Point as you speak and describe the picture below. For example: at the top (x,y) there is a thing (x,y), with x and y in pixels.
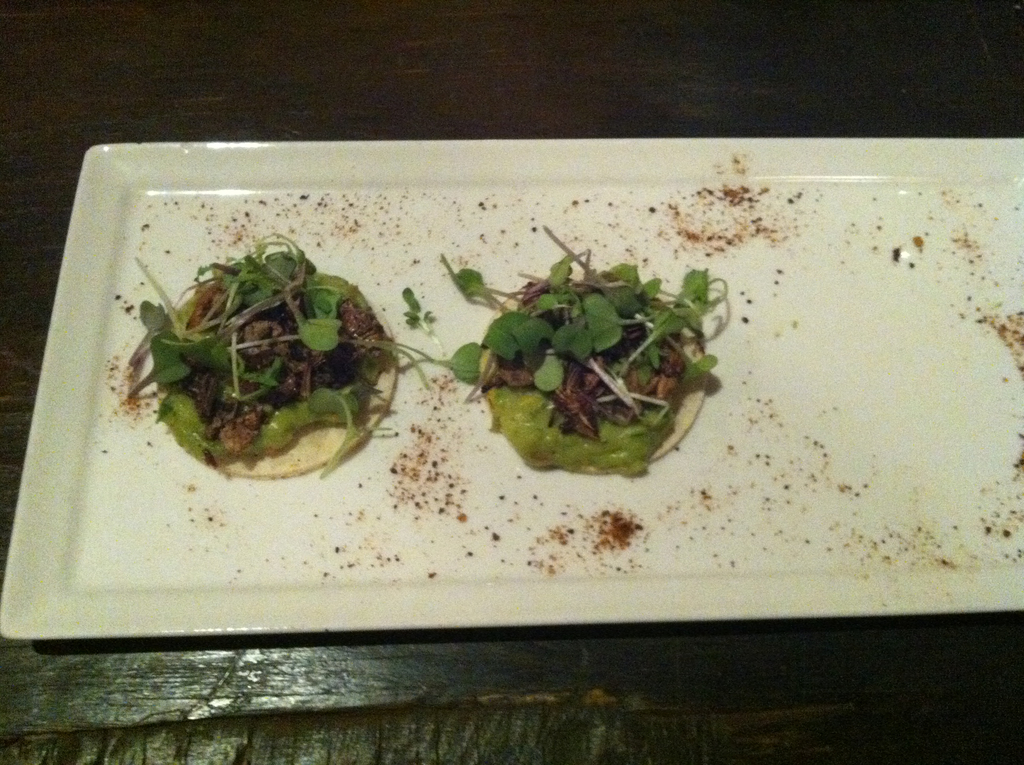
This image consists of food (340,353) which is on the plate (698,421) in the center (572,434).
